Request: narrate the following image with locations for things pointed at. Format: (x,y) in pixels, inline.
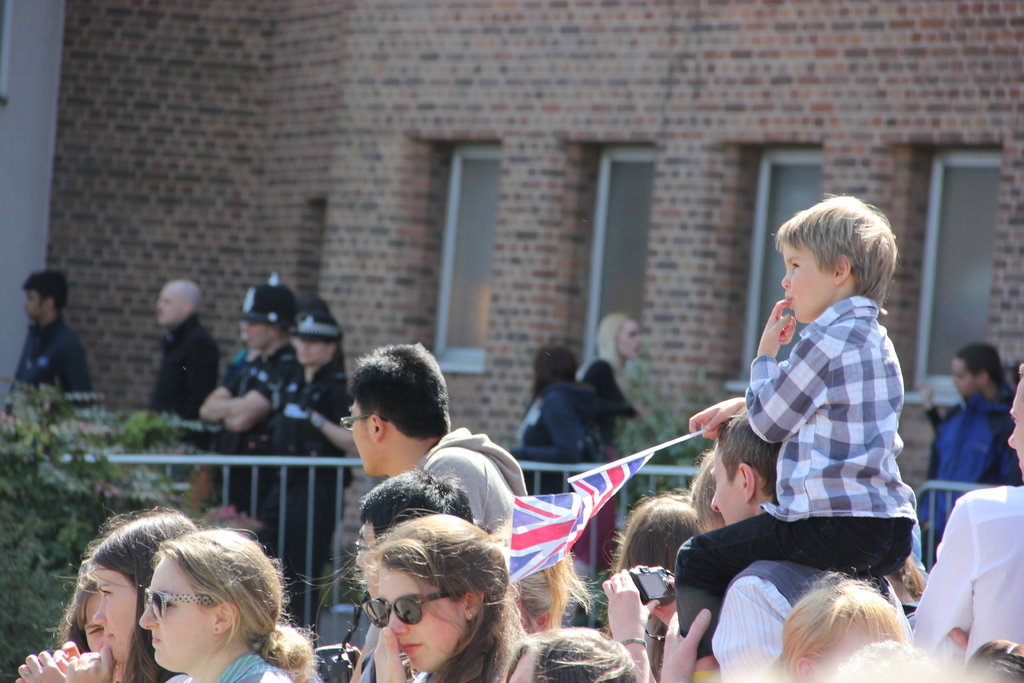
In this picture there are people (480,524) at the bottom side of the image (481,617) and there is a boundary (601,467) in the center of the image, there are cops (296,467) on the left side of the image (262,413), there is a building (458,155) in the background area of the image (567,187), there is a plant (54,519) on the left side of the image (14,489).
